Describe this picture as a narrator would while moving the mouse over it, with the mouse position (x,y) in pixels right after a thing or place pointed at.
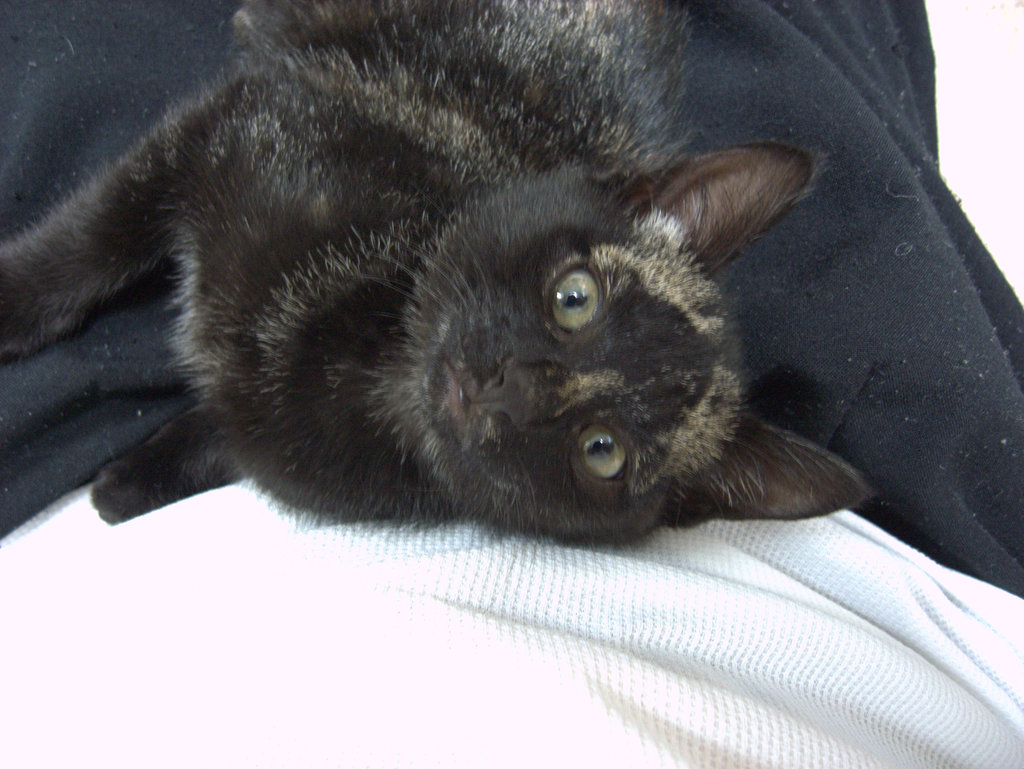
In this image there is a cat (400,172) lying on a cloth (787,63). At the bottom (498,601) there is a white cloth (369,546). At the top (147,77) there is a black cloth (825,187).
